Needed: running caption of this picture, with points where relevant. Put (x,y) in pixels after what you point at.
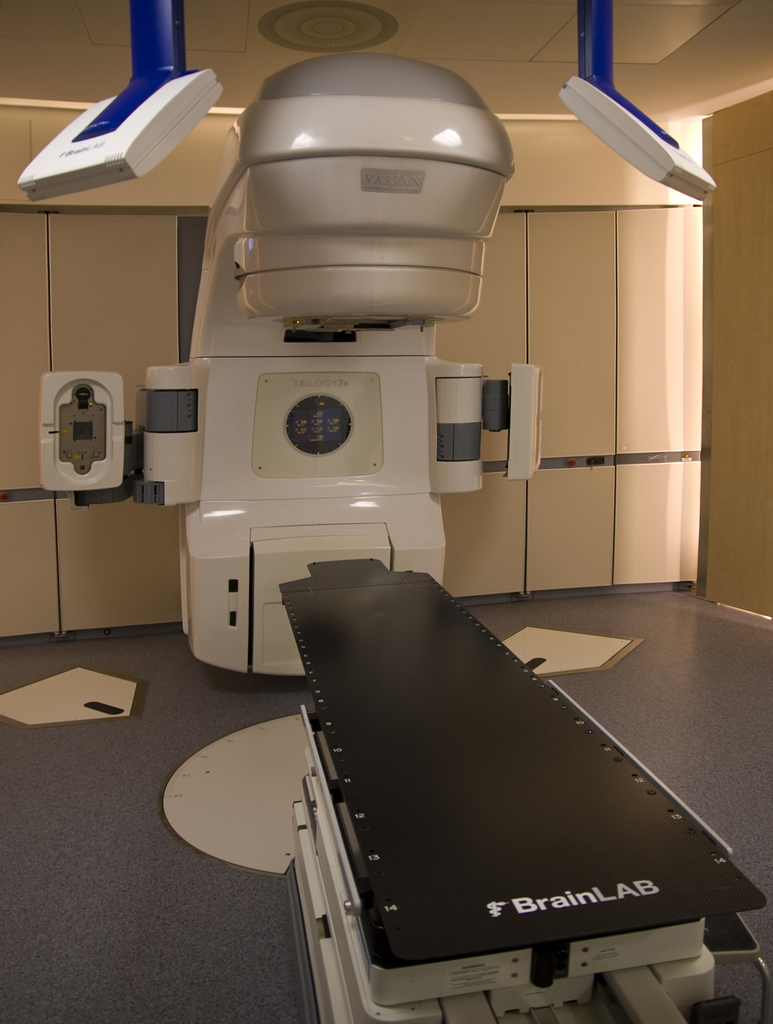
We can see machines (330,857) and floor (743,852). We can see wall (594,271).
